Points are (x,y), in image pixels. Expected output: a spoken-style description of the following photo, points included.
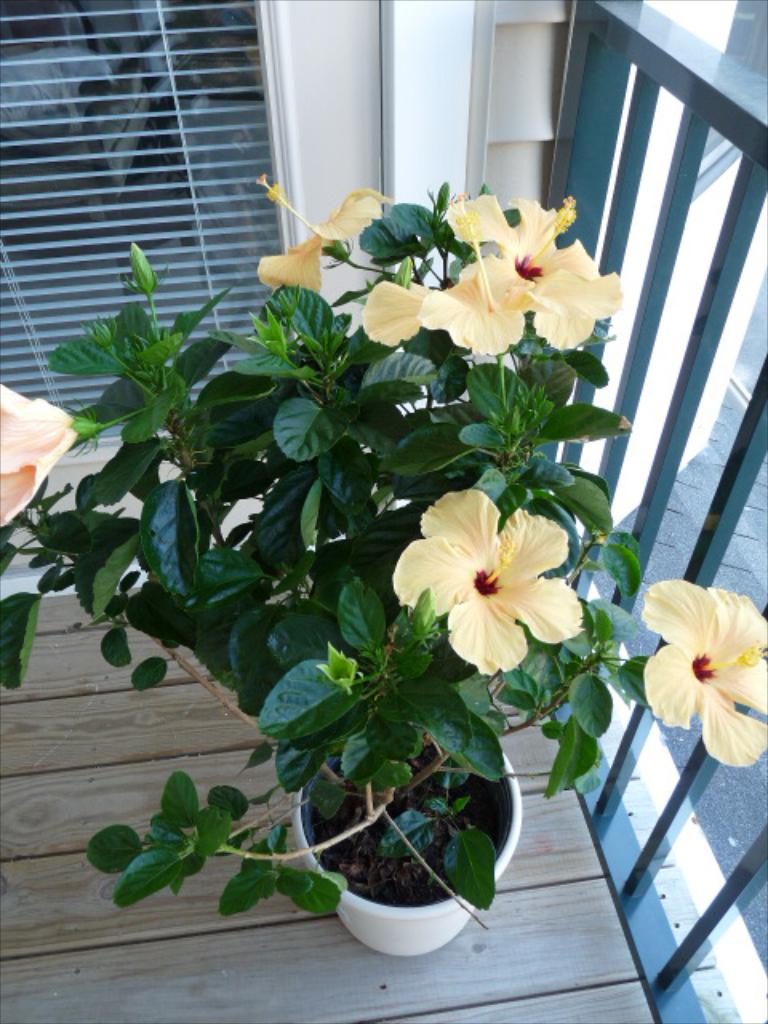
This image is taken outdoors. At the bottom of the image (376,952) there is a wooden platform (499,896) with a flower pot (428,784) and a plant (352,552) on it. On the right side of the image (746,869) there is a railing (700,310). In the background (67,167) there is a wall (61,462) with a window (78,212) and a window blind (109,170).
